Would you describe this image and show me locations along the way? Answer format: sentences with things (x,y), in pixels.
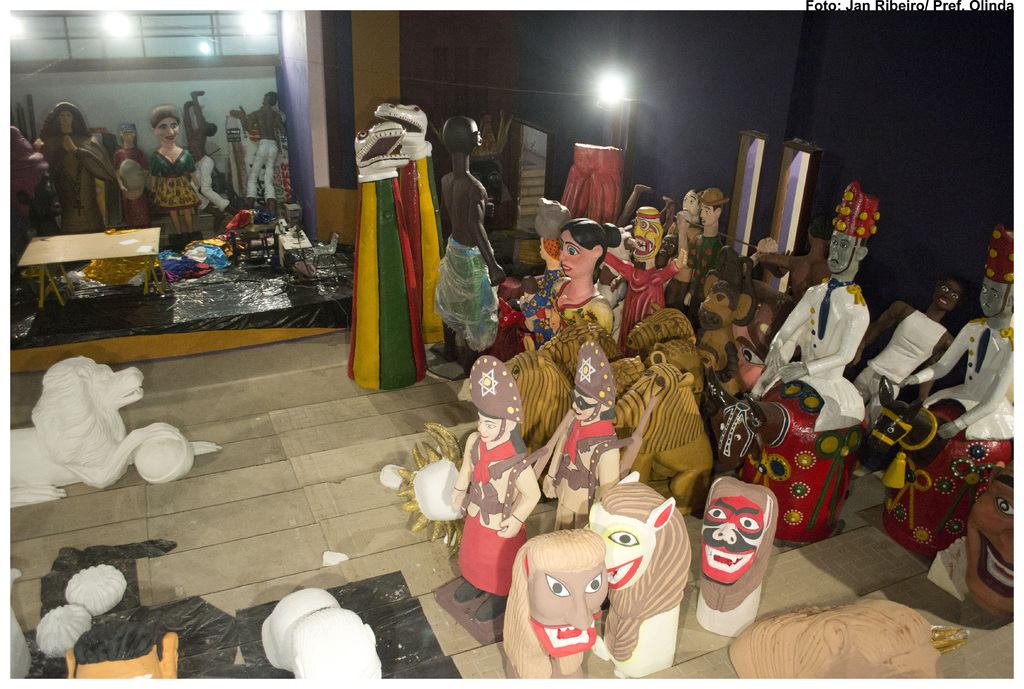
This picture is taken inside the room (106,613). In this image, we can see some toys (621,482). In the background (681,64), we can see a wall (684,82) and a table (147,264). In the background (192,134), we can also see some toys (169,142). On the right side (697,110), we can see a light (614,75) and black color.
